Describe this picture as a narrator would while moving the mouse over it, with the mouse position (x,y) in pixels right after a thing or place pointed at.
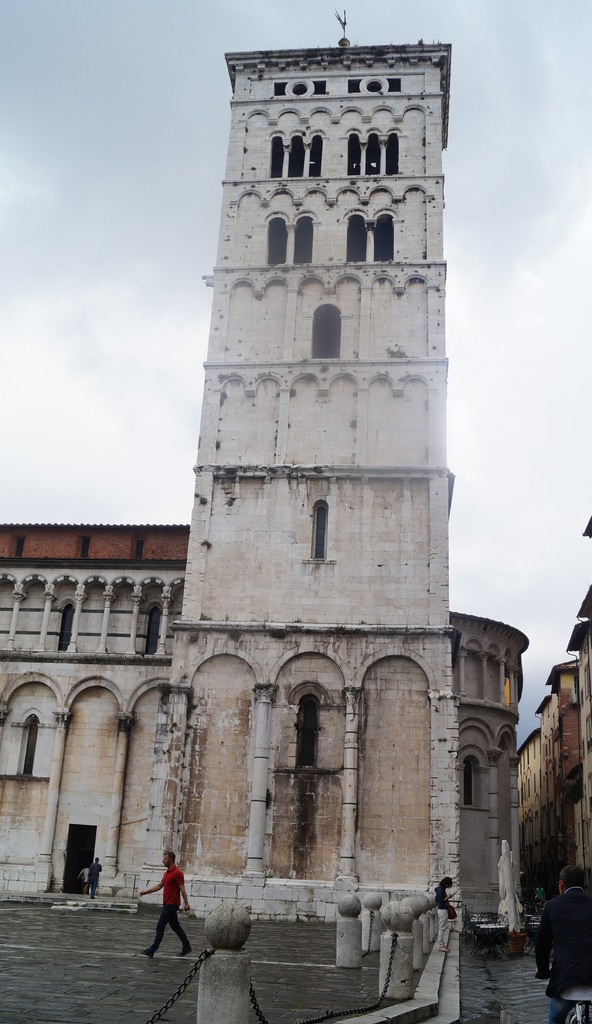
In this image I can see a person (179,877) walking wearing red color shirt (169,878). Background (408,657) I can see a building (389,676) in white and cream color and sky (110,271) in white color.
